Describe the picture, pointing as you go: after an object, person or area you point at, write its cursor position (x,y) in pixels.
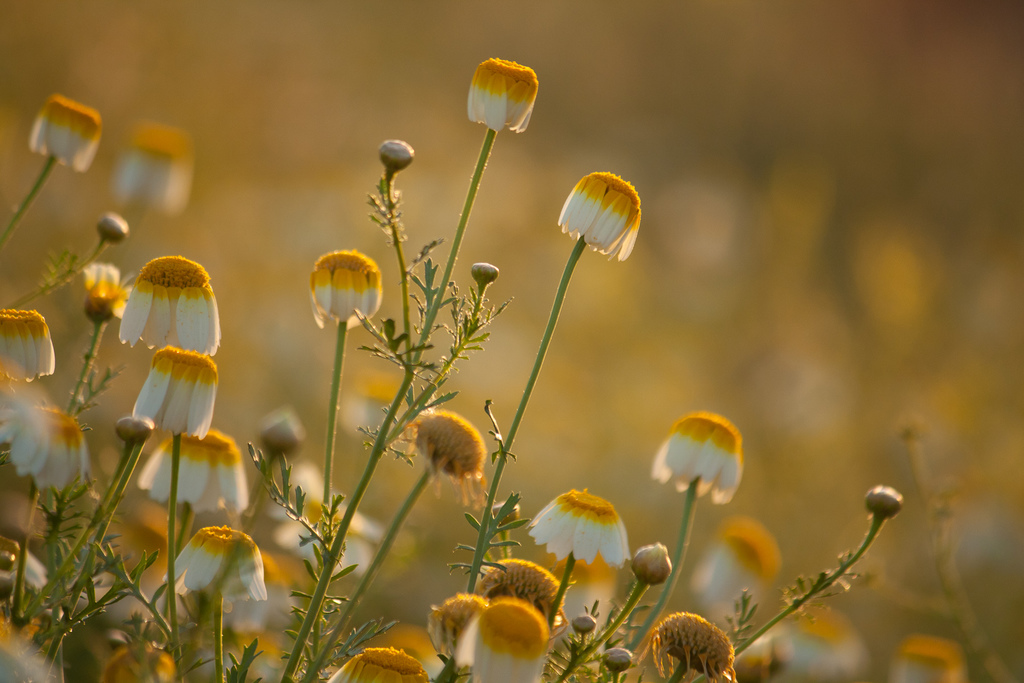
In this image there are plants (816,589) and flowers (7,343) and the background of the image (644,8) is blur.
